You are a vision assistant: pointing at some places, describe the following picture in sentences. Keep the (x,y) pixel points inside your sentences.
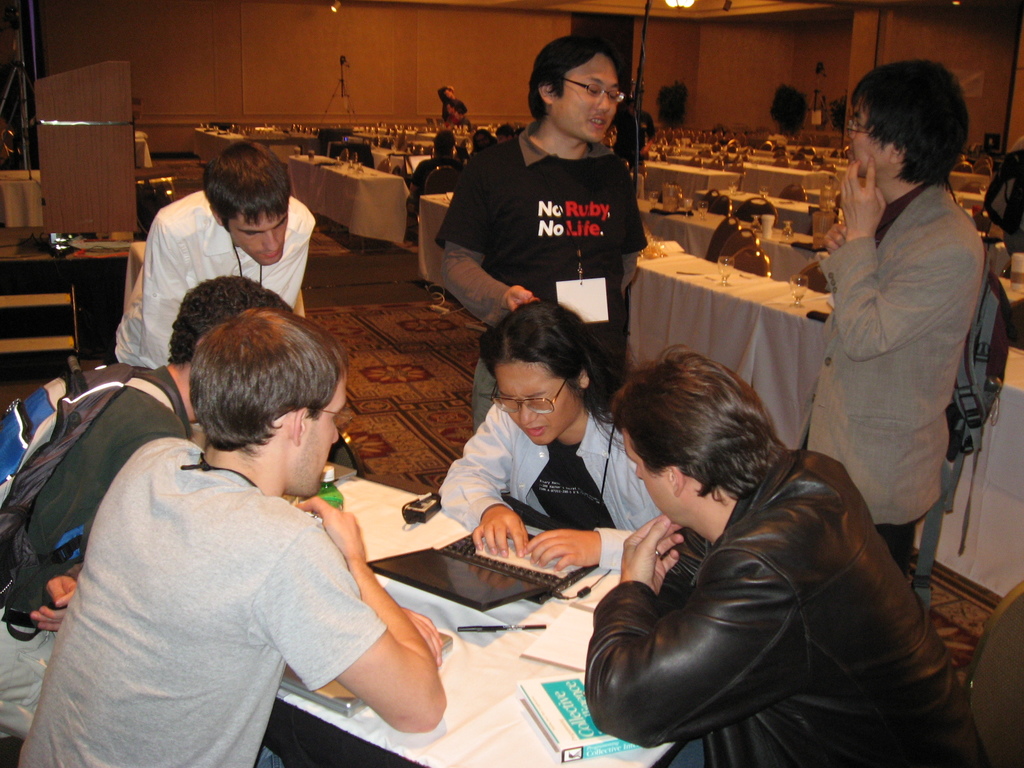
There is a group of persons (620,502) present at the bottom of this image (879,544). We can see books (553,724), laptop (519,583) and other objects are present on a table (459,662). There are tables (376,201), chairs (168,201), glasses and other objects (127,210) are present in the background (169,188). There is a wall (373,44) at the top of this image (660,54).
